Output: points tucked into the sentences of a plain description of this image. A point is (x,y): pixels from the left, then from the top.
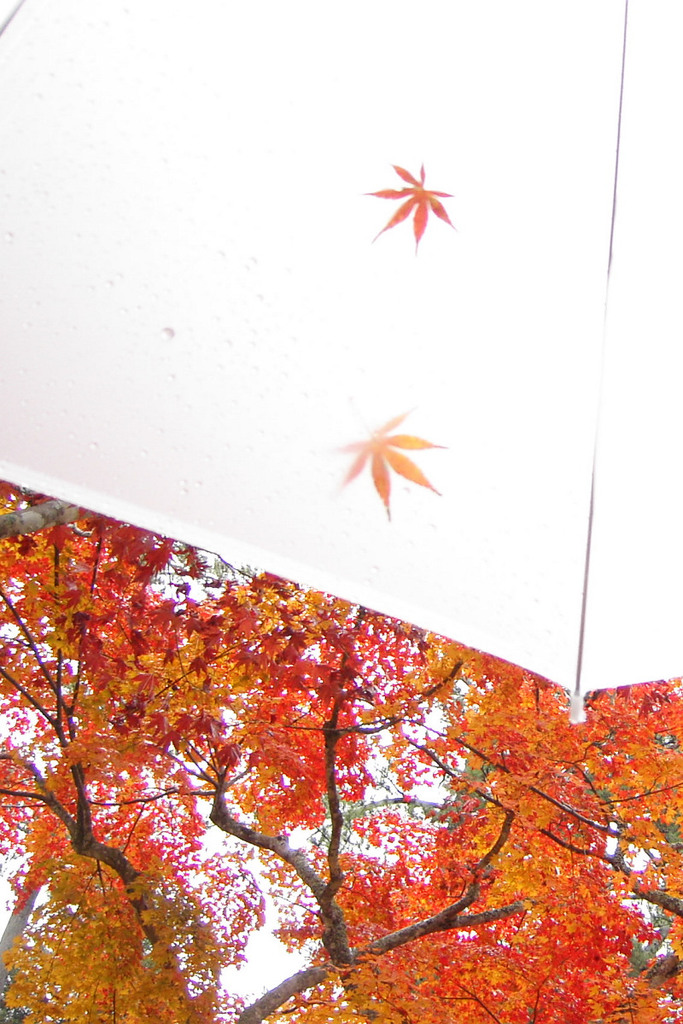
In this image in front (642,462) there is an umbrella (332,473). In the background of the image (300,787) there are trees (616,921) and sky (260,955).
